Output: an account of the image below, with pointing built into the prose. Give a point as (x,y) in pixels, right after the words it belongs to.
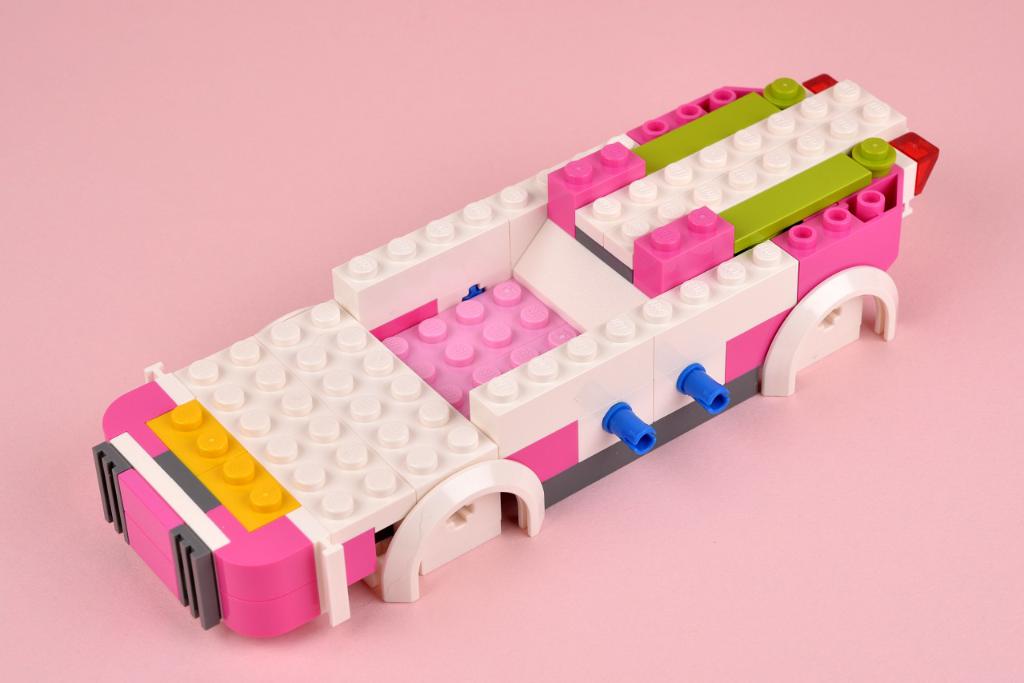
In this image there are Lego building blocks (574,303).
